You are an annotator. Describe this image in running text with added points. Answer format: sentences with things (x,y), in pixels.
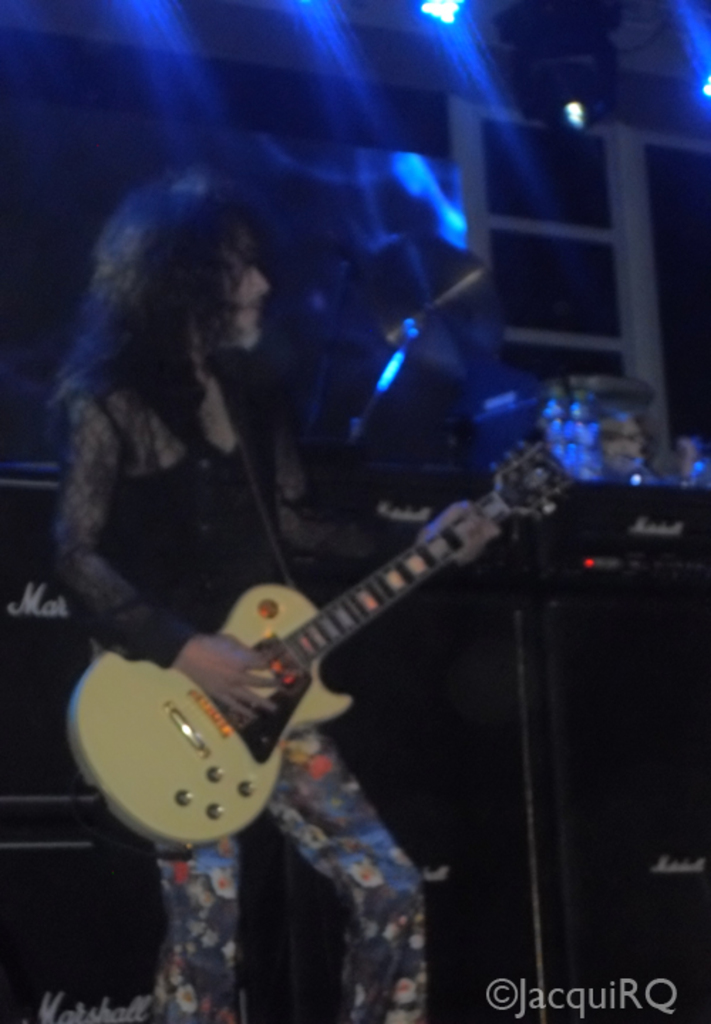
In this image I can see the person (184,587) standing and holding the musical instrument (189,801) and the person (139,513) is wearing black color shirt (152,511). Background (332,66) I can see few lights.
